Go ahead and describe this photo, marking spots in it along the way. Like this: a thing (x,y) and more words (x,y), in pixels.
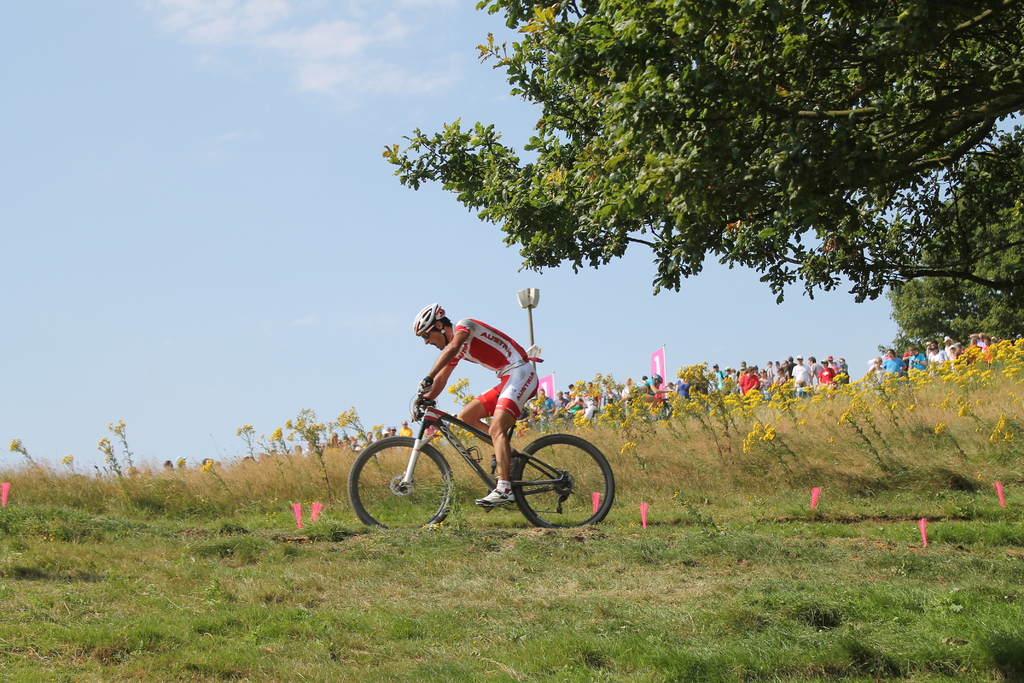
In this image I can see in the middle (519,402) a man (519,402) is riding the cycle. He wore red and white color dress (510,401), on the right side (910,248) there are trees (929,288). At the back side (681,380) few people (802,378) are standing, at the top (202,181) it is the cloudy sky (183,194).
